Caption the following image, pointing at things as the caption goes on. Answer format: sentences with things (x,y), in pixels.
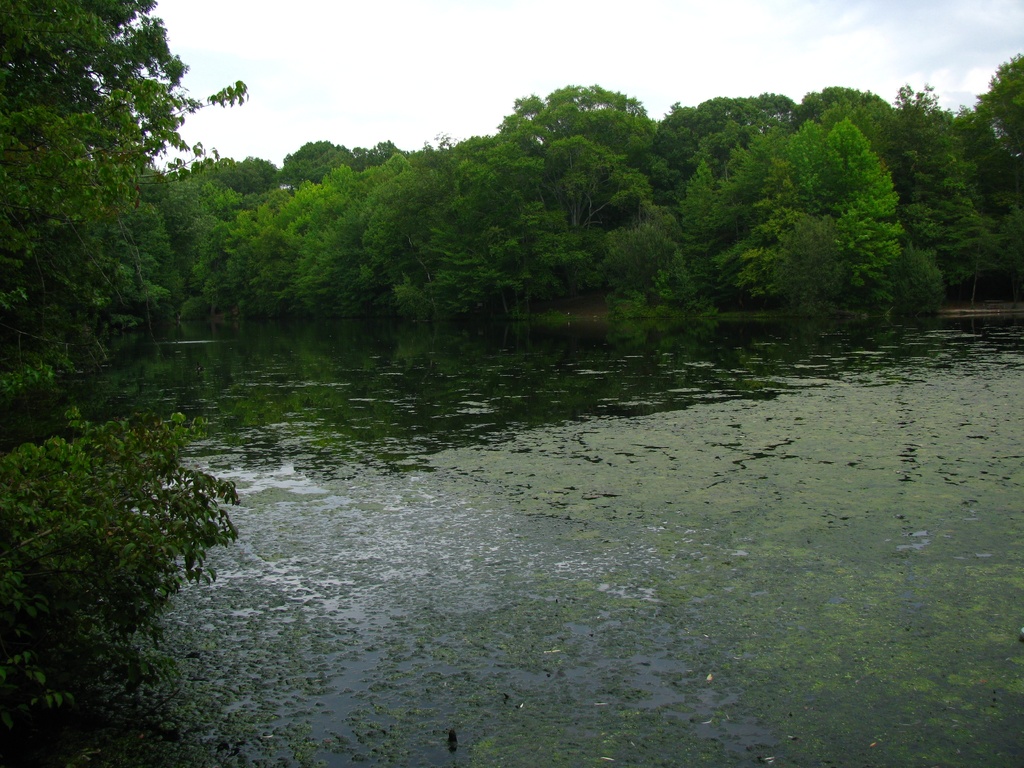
In this picture I can see trees (464,206) and water (442,580). In the background (374,80) I can see the sky (368,67).
